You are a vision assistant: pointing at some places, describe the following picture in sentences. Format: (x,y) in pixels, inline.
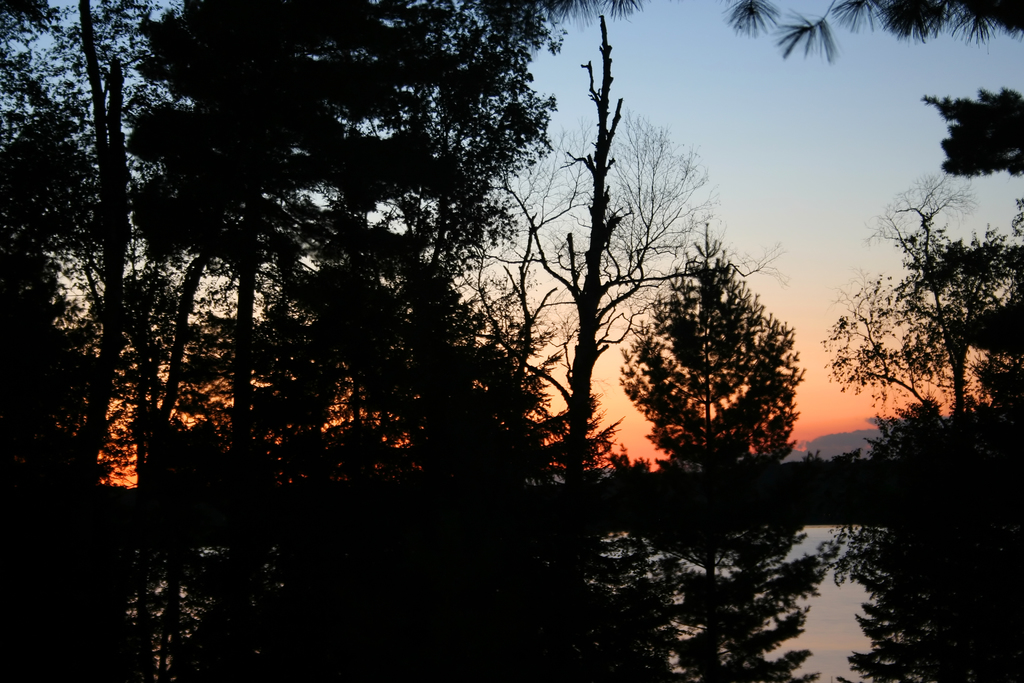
In the image I can see trees (451,323). In the background (770,221) I can see the sky (800,189).
